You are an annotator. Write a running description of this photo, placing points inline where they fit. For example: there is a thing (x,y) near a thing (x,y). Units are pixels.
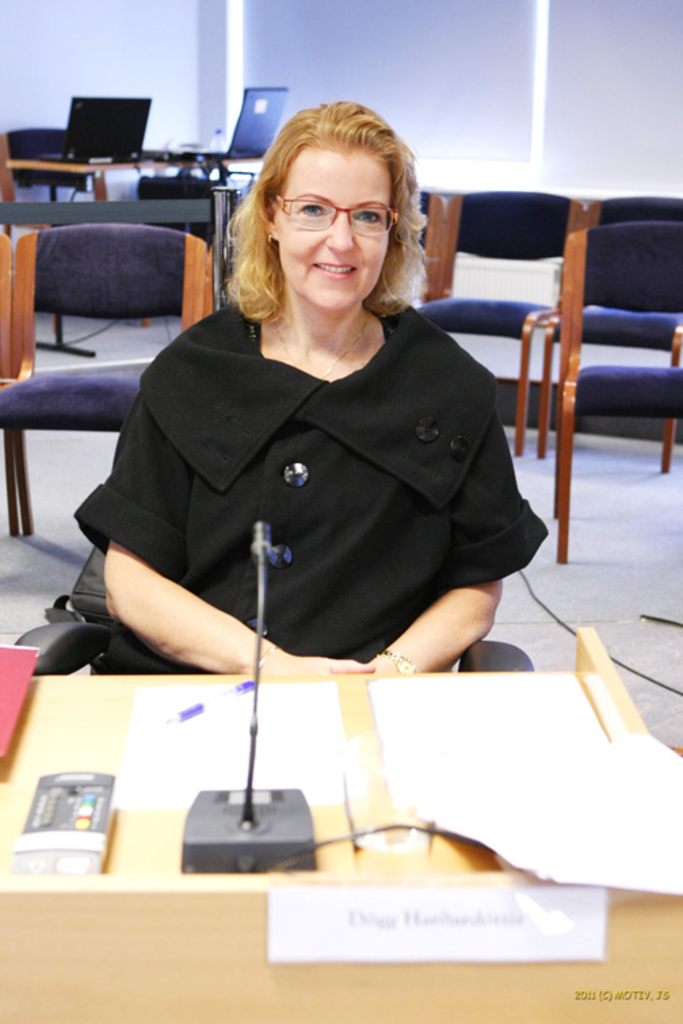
In this picture we can see a woman (188,624) sitting on the chair (101,639) in front of table (176,874). This is the mike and on back (651,396) of her there are some chairs (604,315). This is the floor (614,544) and there is a wall (122,87). And these are the systems (105,146).
